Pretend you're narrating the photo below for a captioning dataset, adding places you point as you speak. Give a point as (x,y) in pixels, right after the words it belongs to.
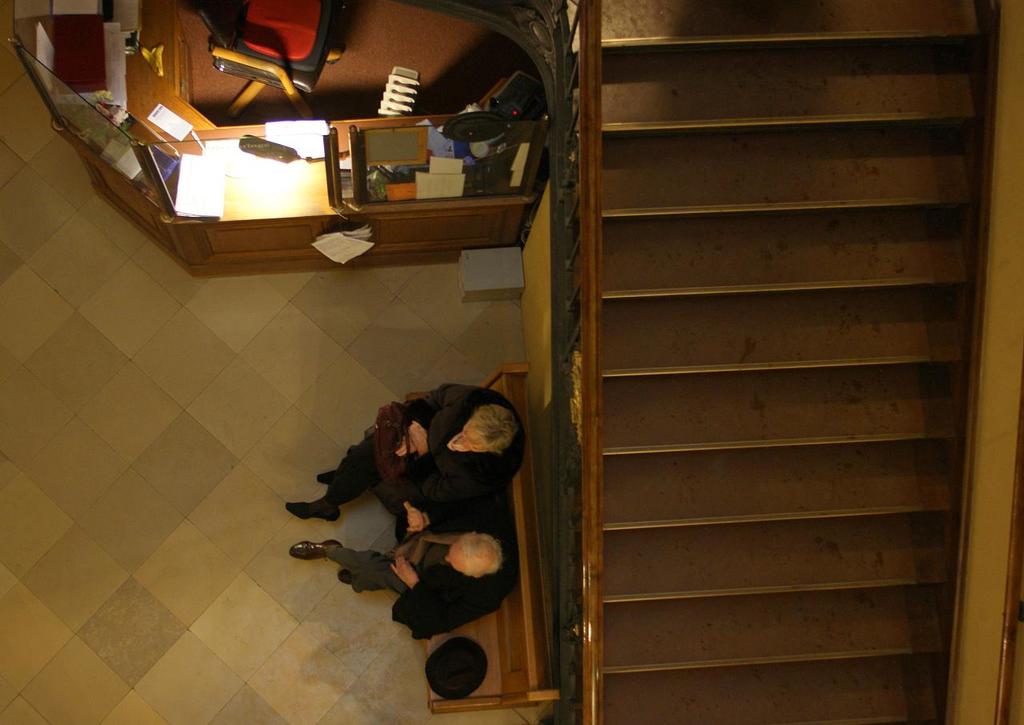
In the center of the image (430,435) we can see person (404,489) sitting on the bench (528,691). On the right side of the image (827,565) there are stairs (771,581). At the top of the image (51,73) we can see table (174,40) and chair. On the table (137,71) we can see light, books (86,54), papers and some boxes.
